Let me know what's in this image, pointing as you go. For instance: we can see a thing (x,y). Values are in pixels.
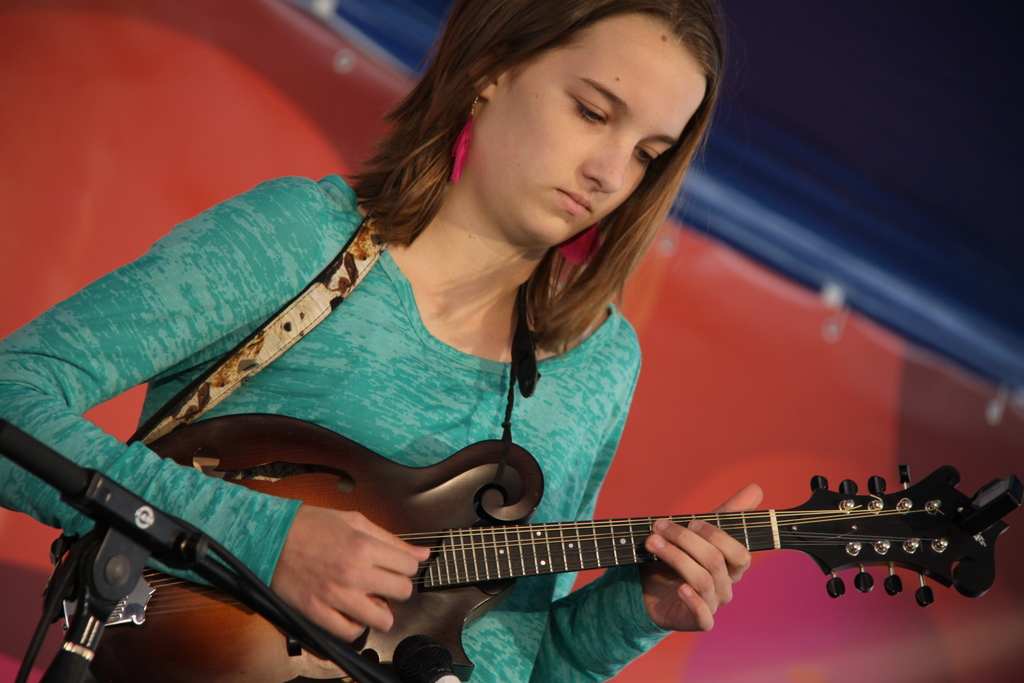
a person (336,344) is standing, playing a mandolin (426,524). she is wearing a green t shirt (365,405). in front of her there is a microphone stand (105,506). behind her there is a red and blue background (161,93).
